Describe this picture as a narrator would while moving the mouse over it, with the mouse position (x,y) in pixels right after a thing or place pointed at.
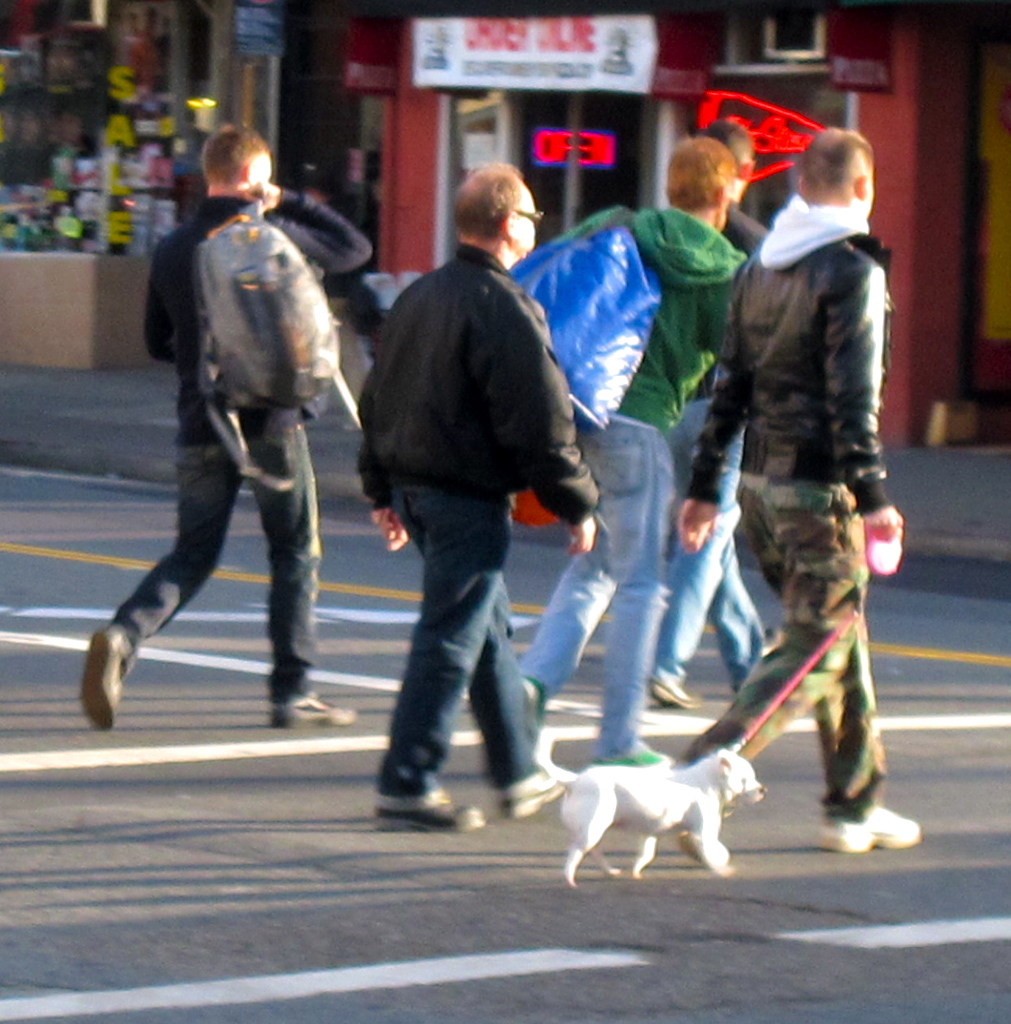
In this image we can see these people (781,550) and a dog (612,827) are crossing the road (142,798). The background of the image (61,88) is slightly blurred, where we can see the stores (665,135) and boards (785,116).
